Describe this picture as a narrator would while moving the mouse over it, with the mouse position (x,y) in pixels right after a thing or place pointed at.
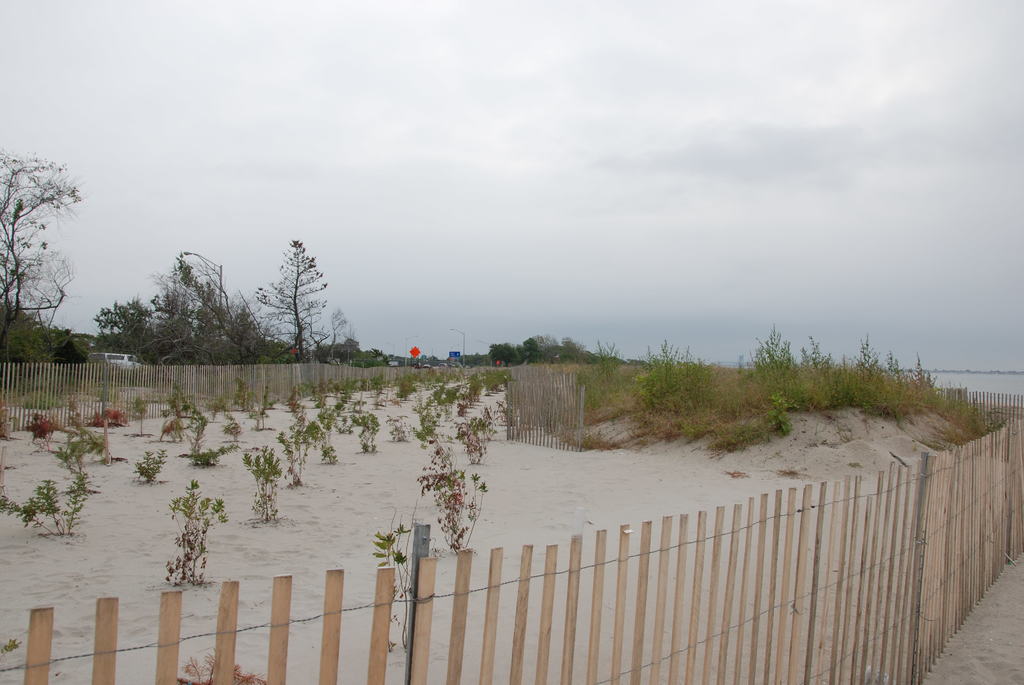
In this image, we can see some plants (52,506) in between fences (122,400). There are trees (135,318) on the left side of the image (34,295). In the background of the image (468,341), there is a sky (494,120).
